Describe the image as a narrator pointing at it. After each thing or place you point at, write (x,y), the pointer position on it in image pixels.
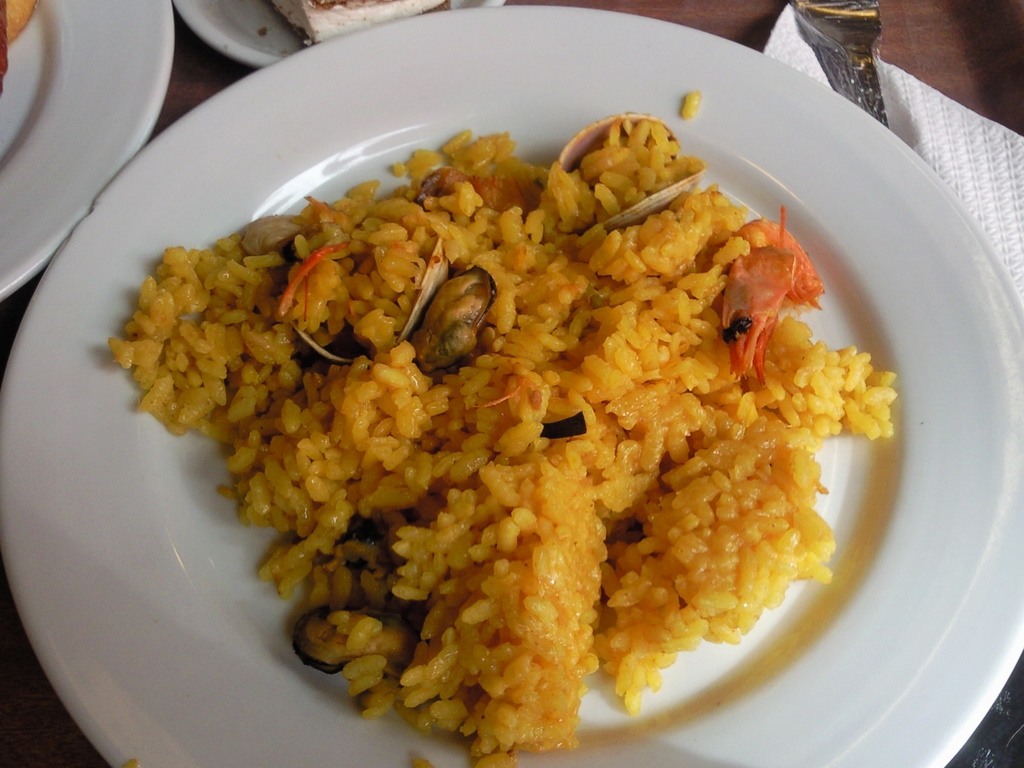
This is a zoomed in picture. In the center (357,259) there is a white color platter (29,573) containing rice (631,302) and some food items (773,233) and the platter (723,69) is on the top of the wooden table (959,42). In the background (249,12) we can see some other white color platters (170,17) containing food (312,16) and we can see the tissue paper (929,106).
